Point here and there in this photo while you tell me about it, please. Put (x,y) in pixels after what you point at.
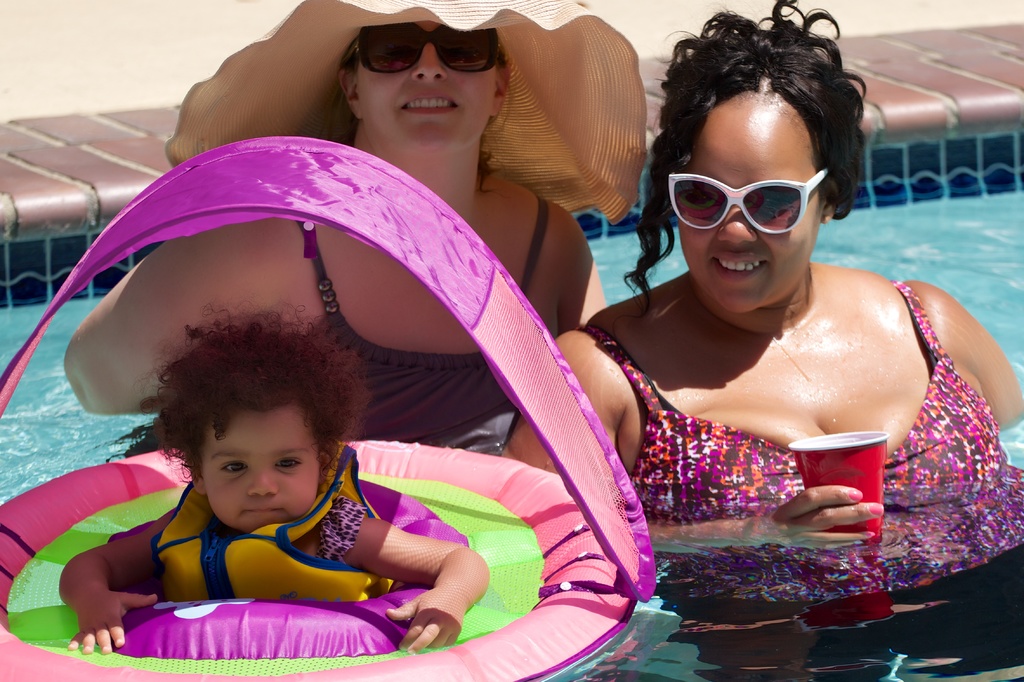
In this image in the center (377,409) there are two persons (777,378) who are in swimming and there is one baby (169,542) who is wearing an air balloon (475,612). At the bottom (32,462) there is a swimming pool (886,521), in the background (927,27) there is a walkway (168,86) and one woman (798,435) is holding a cup (833,462).
